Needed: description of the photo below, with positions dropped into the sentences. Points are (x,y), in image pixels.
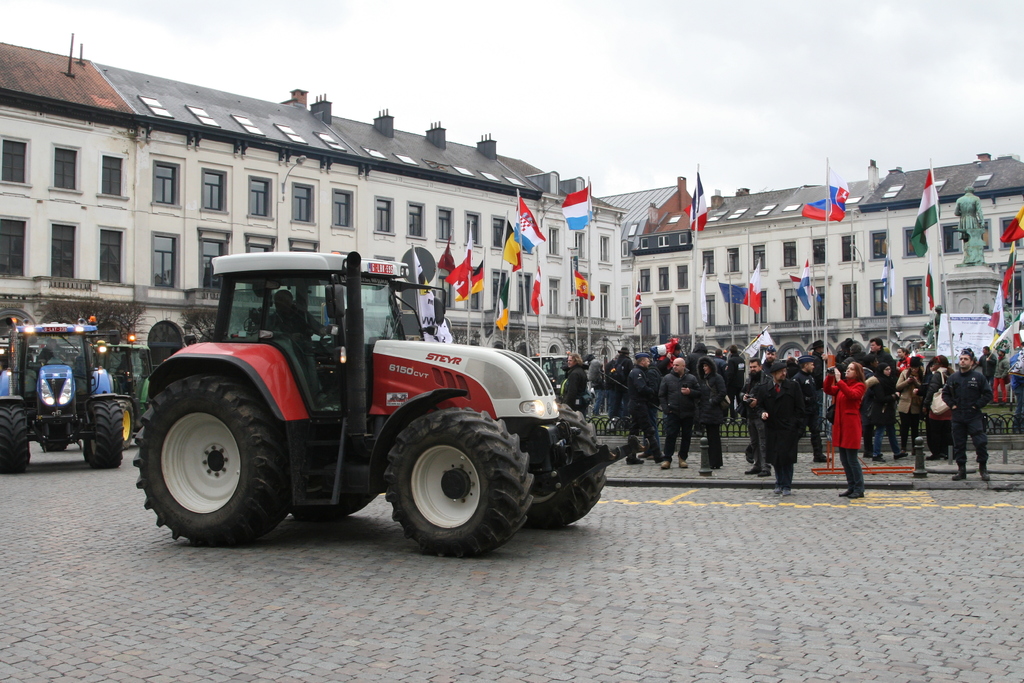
This image is taken outdoors. At the top of the image (646,97) there is a sky (396,15) with clouds (226,26). At the bottom of the image (223,581) there is a floor (708,511). In the background (578,264) there are a few buildings (615,268) with walls (772,273), windows (554,283), roofs (103,112) and doors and many people (772,413) are standing on the floor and there are a few flags (539,271) on poles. On the left side of the image (23,385) there are a few vehicles (236,344) parked on the floor (127,471).
